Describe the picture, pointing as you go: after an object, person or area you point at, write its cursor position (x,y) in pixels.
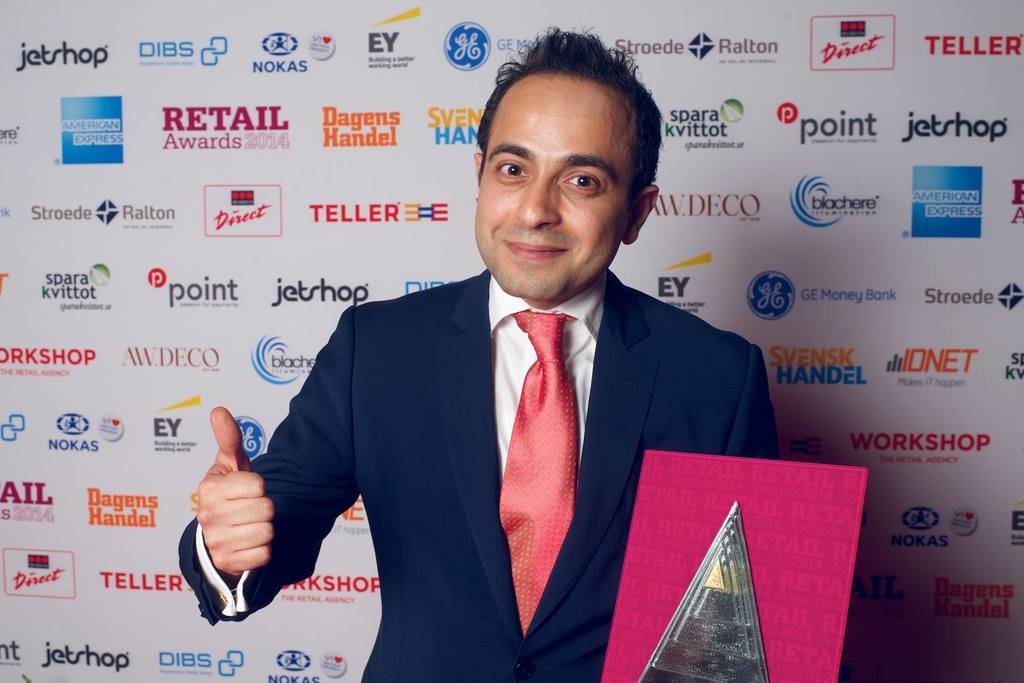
In this picture there is a person (415,542) wearing suit (426,523) is standing and holding an object (775,569) in his hand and there is a banner (329,138) behind him.
